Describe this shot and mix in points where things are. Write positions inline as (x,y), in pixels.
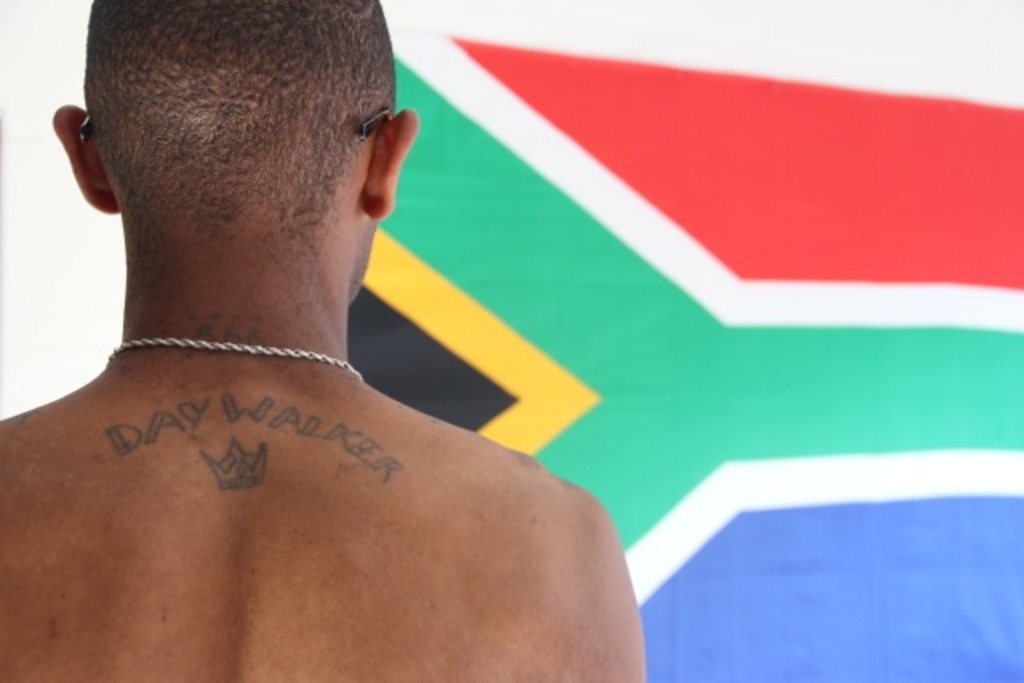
In this image, we can see a tattoo (342,436) on the person (244,509) who is in front of the flag (791,260).
